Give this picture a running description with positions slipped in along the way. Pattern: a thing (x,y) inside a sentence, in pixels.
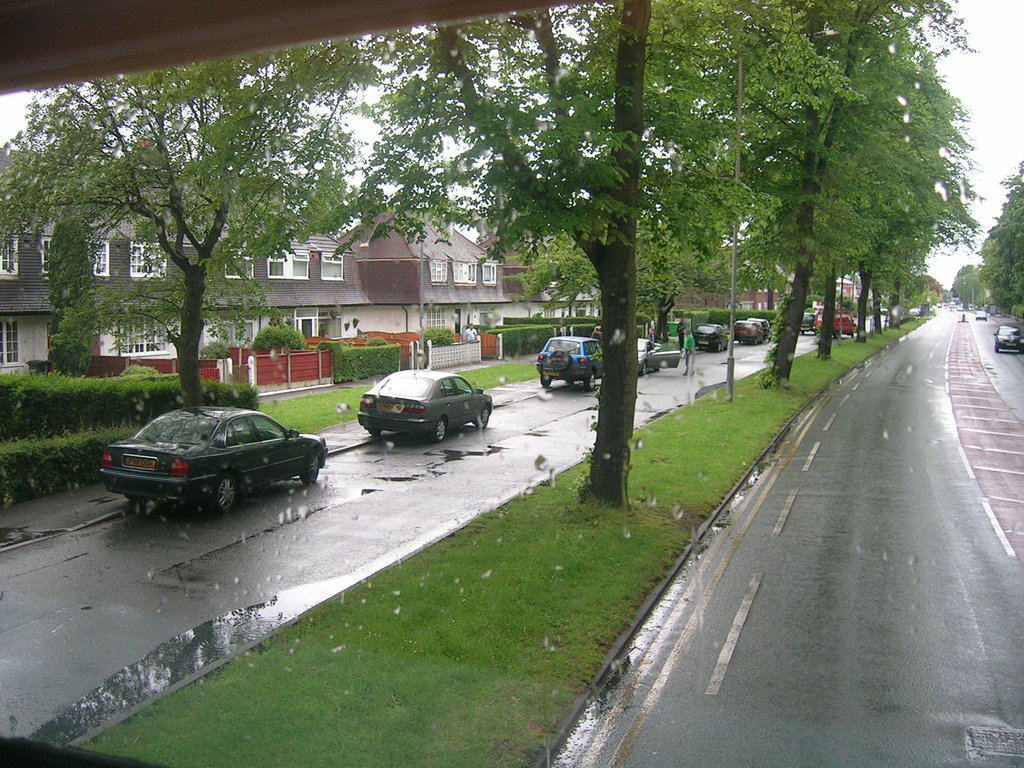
in this image I see the roads (942,390) on which there are vehicles (310,474) and I see the grass (487,558) on either side and I see number of trees (610,229) and I see the bushes (47,409). In the background (718,303) I see the buildings (29,350) and the sky (1014,119) and I see water (86,721).
